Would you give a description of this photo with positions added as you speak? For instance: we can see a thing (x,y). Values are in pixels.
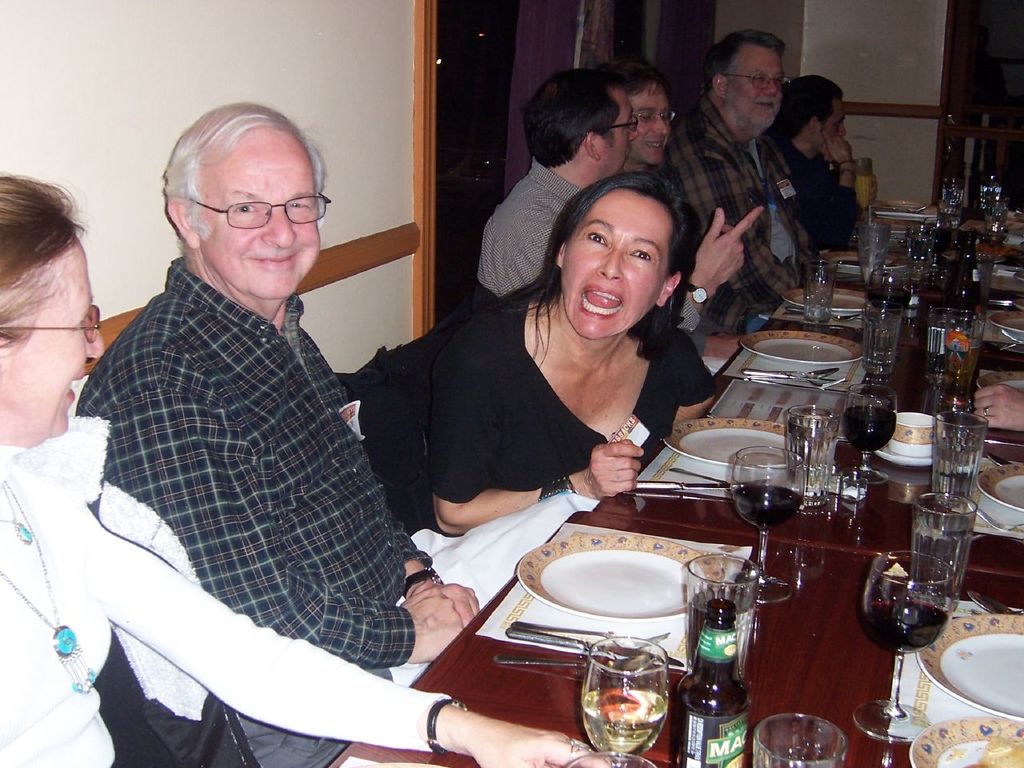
In this image we can see people (392,620) sitting on chairs (135,675). In front of them there is a table (1018,726) on which there are many objects (1018,726). In the background of the image (831,75) there is wall (839,32).
